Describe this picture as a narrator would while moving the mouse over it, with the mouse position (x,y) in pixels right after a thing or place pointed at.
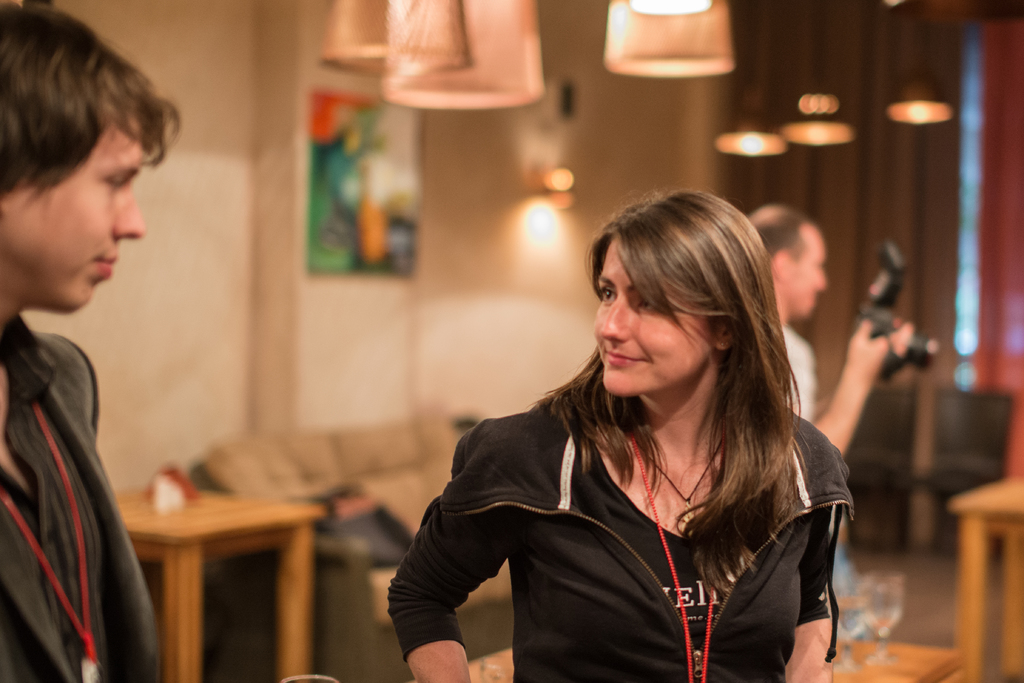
On the background (327,147) we can see frame (377,224) on a wall (460,285), lights (906,112) and curtains (901,226). Here we can see chairs (962,428) and sofa (441,477). We can see one man (804,277) standing behind to this woman (780,376), holding a camera (920,334) in his hands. We can see the woman (626,348) staring at this man (83,207) who is standing at the left side of the picture (69,258). This is a table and on the table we can see glasses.
